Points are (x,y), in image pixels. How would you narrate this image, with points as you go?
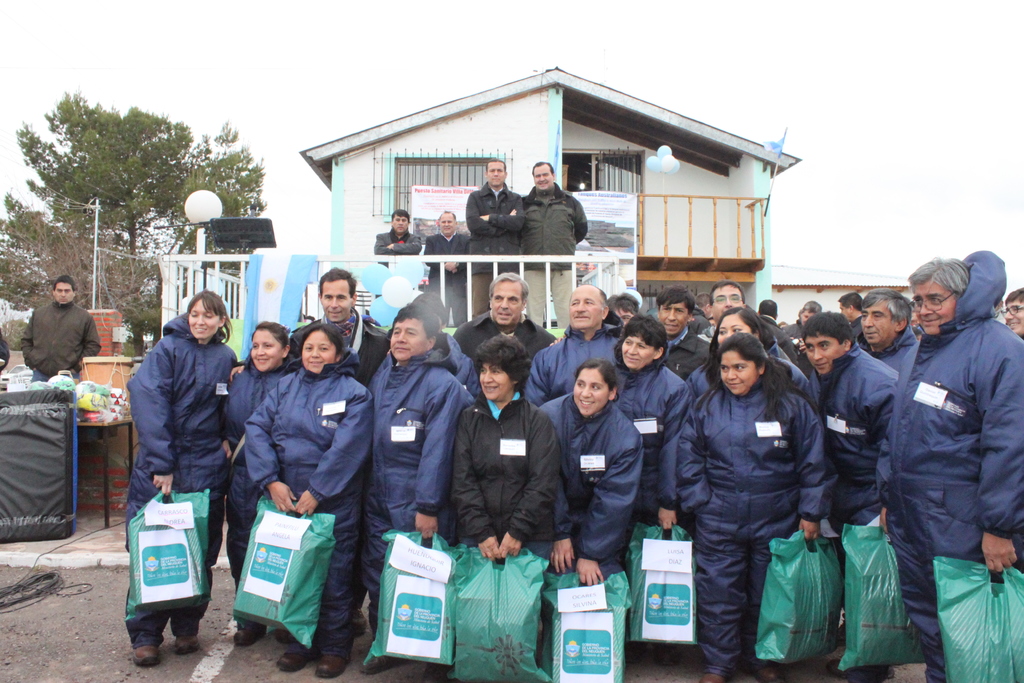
In the foreground of the picture (423,368) there are many people (830,399) in blue jackets (916,420) and holding green color bags (468,565). In the background (355,236) there is a house (366,230), in the house (340,230) there are people (546,226), banner (585,201), balloons (390,309), flag (273,269), light (207,202) and other objects (237,219). On the left (80,179) there are people (70,354), table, dustbin (22,436), trees (88,236), pole (98,211) and other objects (112,323). Sky (801,22) is cloudy.
